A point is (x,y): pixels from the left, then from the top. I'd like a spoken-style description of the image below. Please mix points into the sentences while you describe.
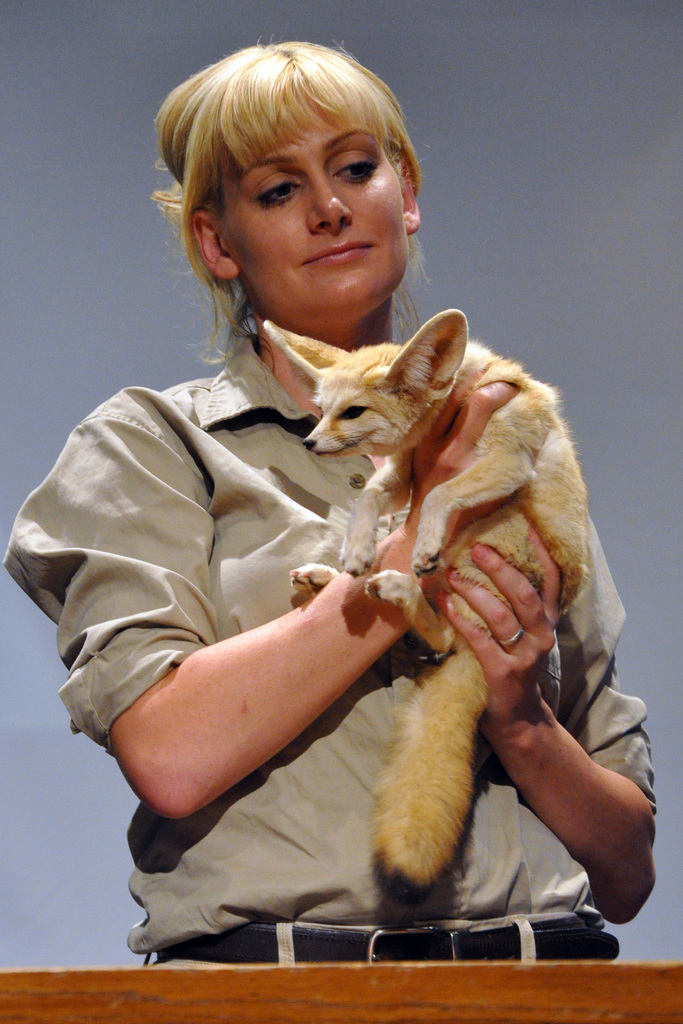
In the center of the image (306,682) we can see a person (306,695) is standing and she is holding a fox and she is smiling. At the bottom of the image (287,993), there is a wooden object (311,993). In the background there is a wall (672,332).
